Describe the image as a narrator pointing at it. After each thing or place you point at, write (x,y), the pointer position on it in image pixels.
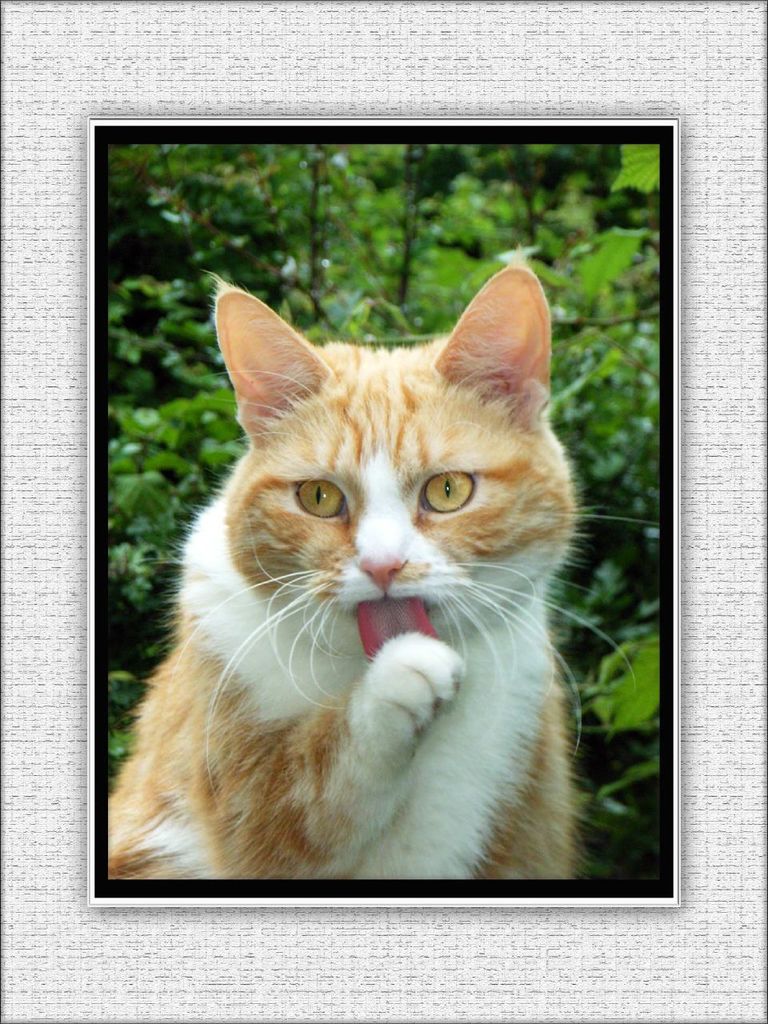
In this picture we can see a cat (207,635) and a few leaves (208,355) in the background (138,512).
